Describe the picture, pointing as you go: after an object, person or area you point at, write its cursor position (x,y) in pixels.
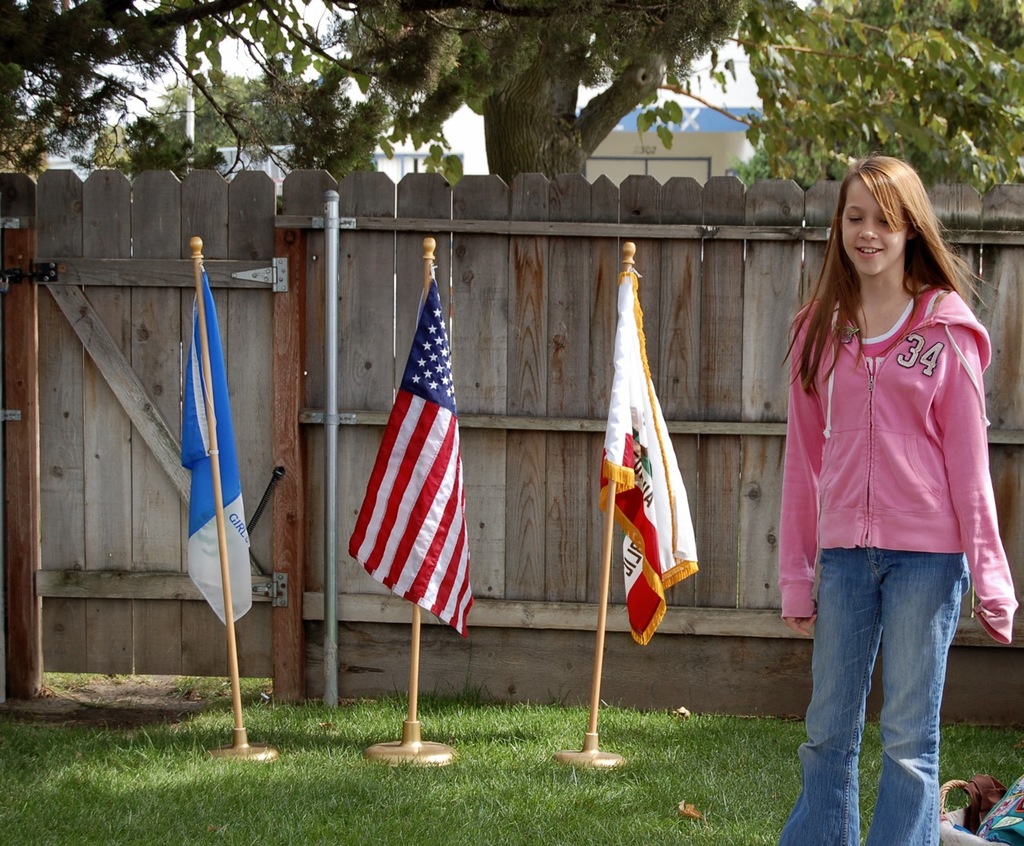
In this image we can see a person (919,484) standing on the ground (725,770), there is a basket (979,819) with few objects (993,797) near the person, there are flags (656,450), a wooden fence (574,312) with gate (169,327) and few trees (504,20).
